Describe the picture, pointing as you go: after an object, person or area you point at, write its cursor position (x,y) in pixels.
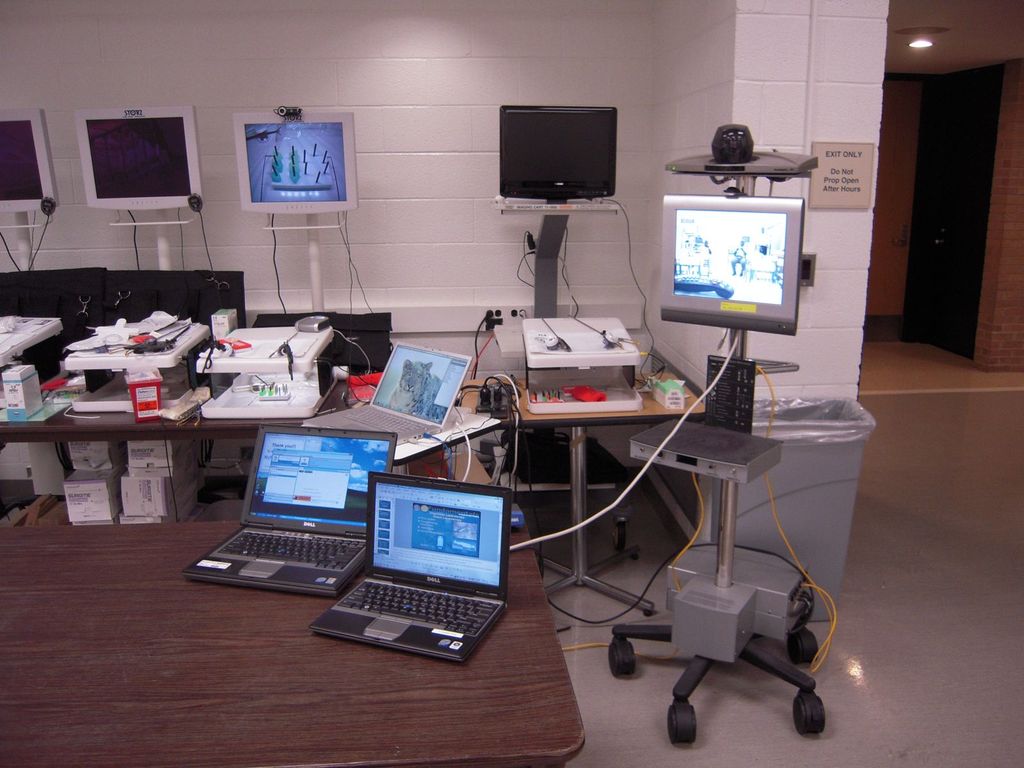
In this picture there are several electronic gadgets (348,510) kept on the table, there is even a label (840,161) attached to the wall (831,108) which is named EXIT ONLY.
